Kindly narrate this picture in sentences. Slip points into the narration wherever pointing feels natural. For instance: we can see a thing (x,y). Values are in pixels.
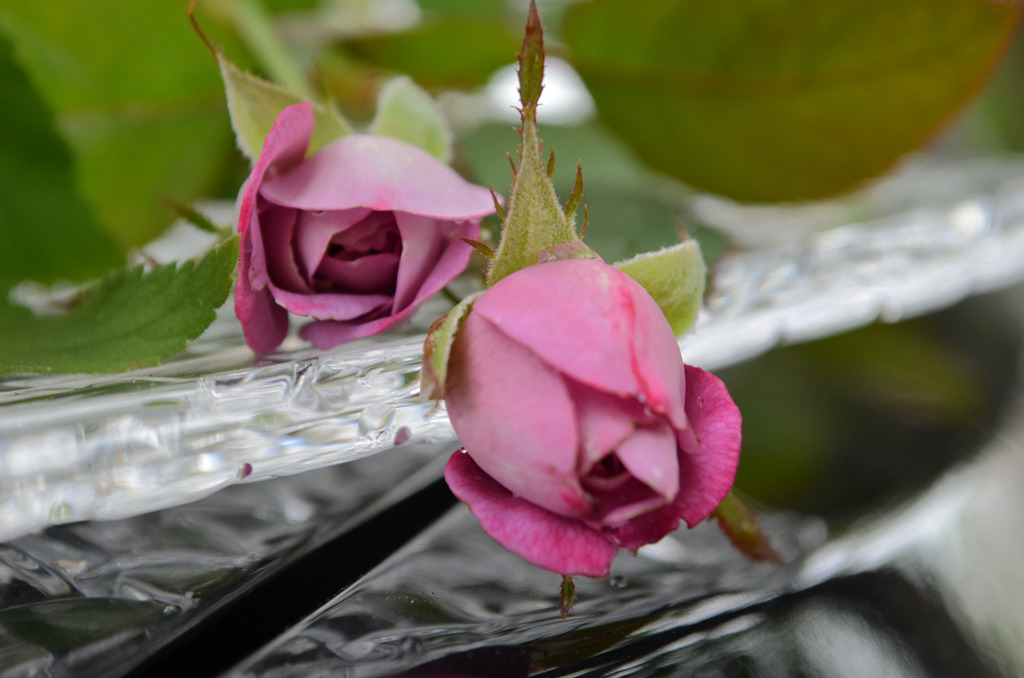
In this image there are two rose flowers (469,361) with leaves (48,243) behind them.
